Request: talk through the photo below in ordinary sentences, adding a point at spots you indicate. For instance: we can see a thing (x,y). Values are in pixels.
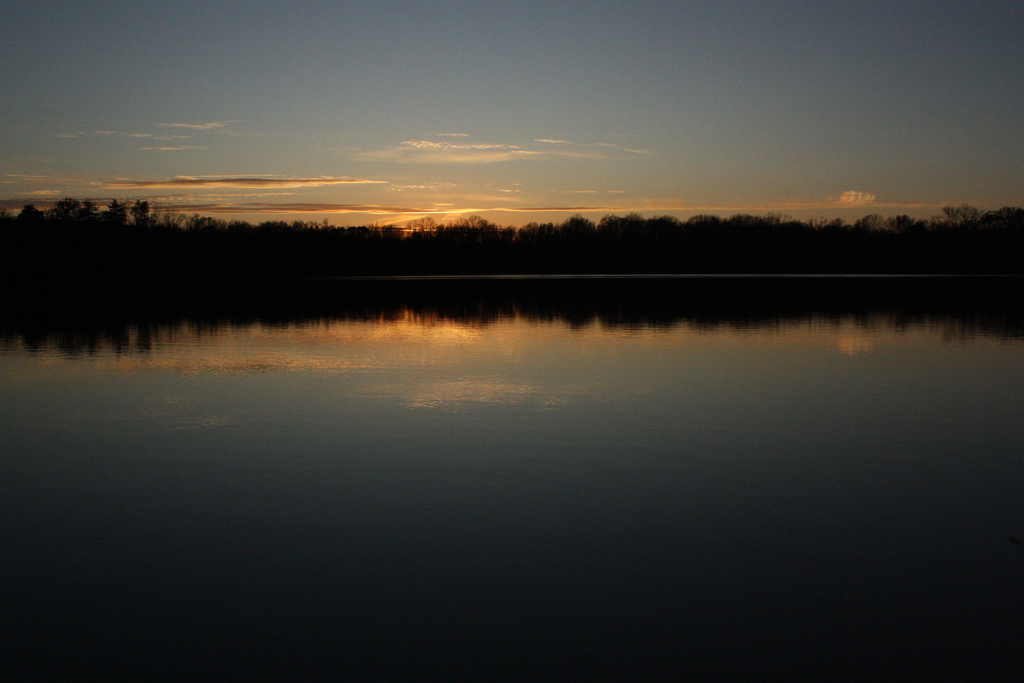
In the picture I can see a lake (411,399) around we can see trees (536,223) and clouded sky (679,63).
